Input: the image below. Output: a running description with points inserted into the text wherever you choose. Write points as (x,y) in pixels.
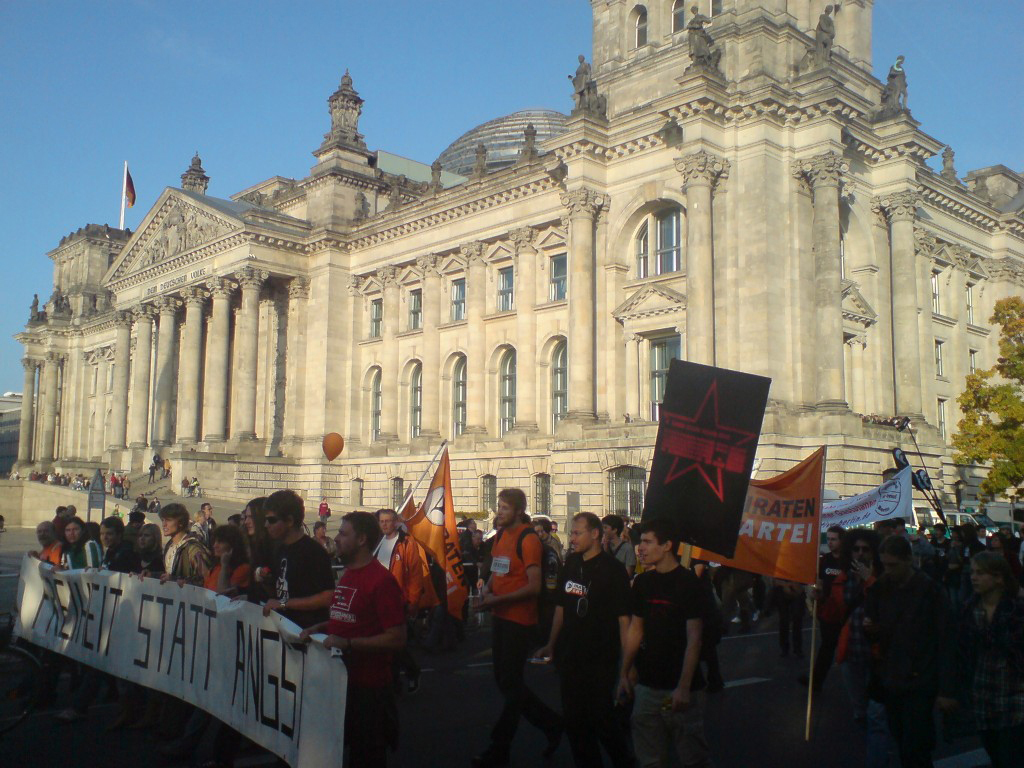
In this picture we can see a building (629,319) here, there are some people (654,610) standing and holding a banner (296,668), we can see a tree (1009,415) on the right side (1011,399), there is a flag (128,190) here, we can see the sky (190,86) at the top of the picture (190,86).
